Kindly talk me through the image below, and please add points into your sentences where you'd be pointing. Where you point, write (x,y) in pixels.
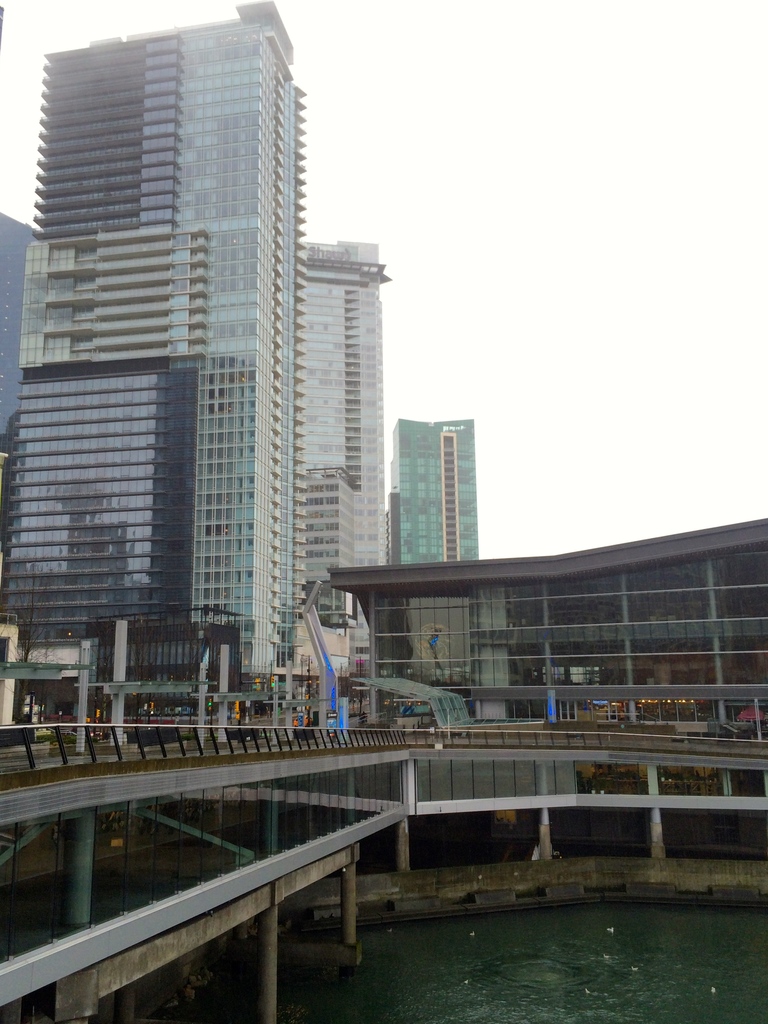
In the picture we can see a bridge (107,844) on the water (492,988) and to the bridge (193,754) we can see railing (229,743) and behind it, we can some buildings (478,684) with glasses (528,664) in it and beside it, we can see some tower buildings (102,679) with many floors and glasses (208,580) in it and in the background (688,249) we can see a sky (542,410).
